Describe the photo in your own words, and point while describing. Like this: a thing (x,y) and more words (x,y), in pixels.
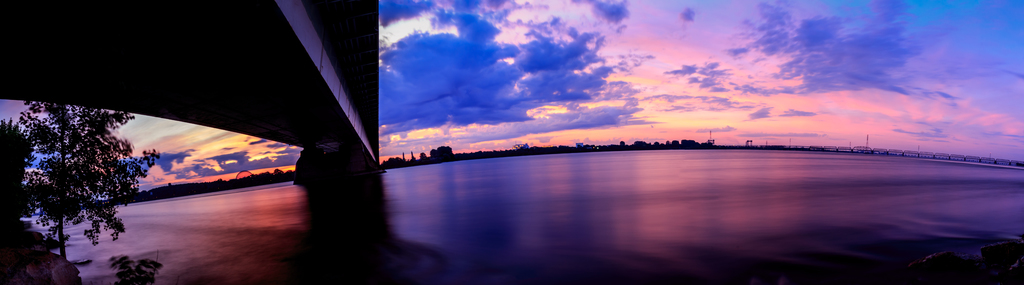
It is a beautiful view there is a water surface (494,229) and above the water surface (519,238) there is a bridge (319,102) and on the left side (76,185) there is a tree (71,171).
